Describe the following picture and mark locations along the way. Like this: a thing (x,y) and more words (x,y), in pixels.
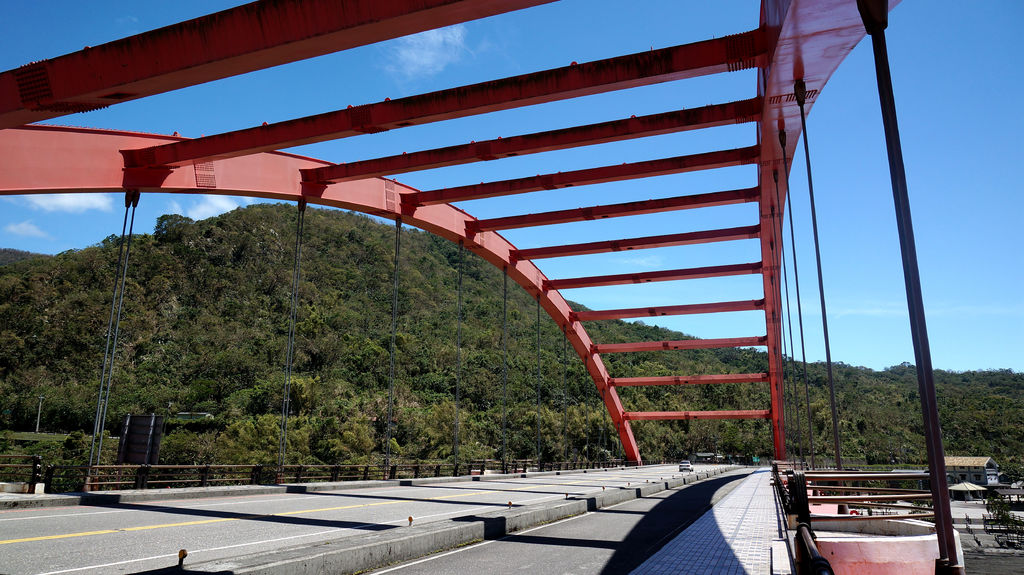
In this picture, it seems like a bridge (524,547), architecture (131,58) and wires (914,282) in the foreground (876,522), it seems like houses (983,468), mountains (231,285) and the sky (681,320) in the background (603,119).
